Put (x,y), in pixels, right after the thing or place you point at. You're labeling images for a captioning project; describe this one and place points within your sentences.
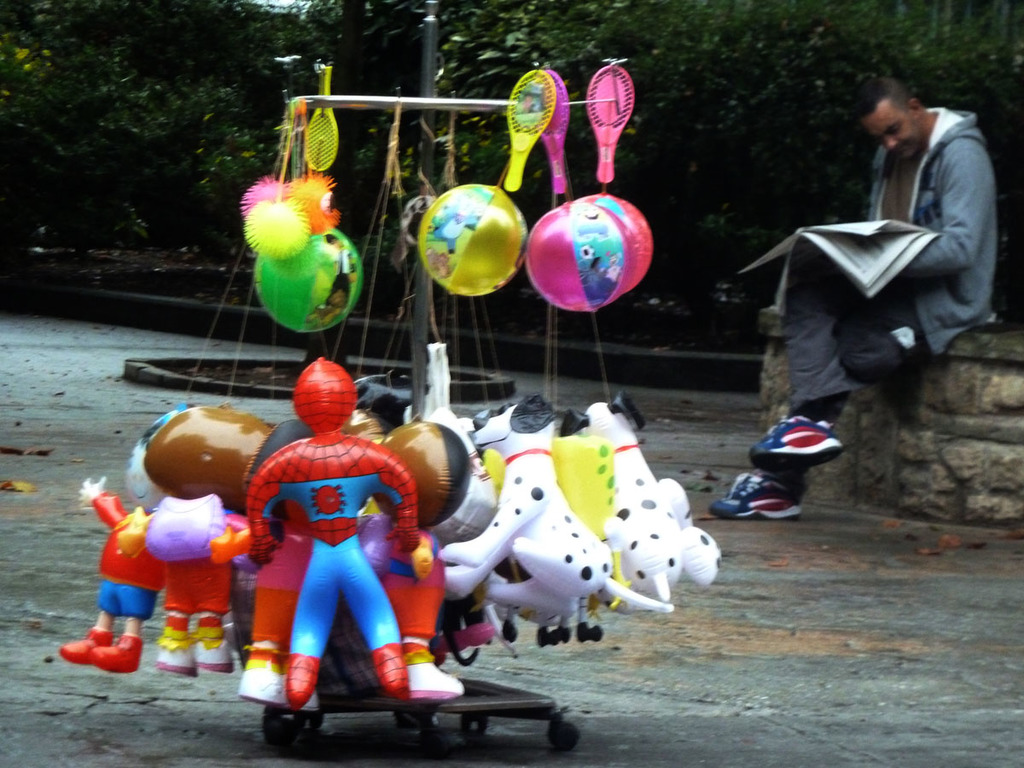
In this image we can see an object (466,100) with the bats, balls (473,224) and also the playing toys (519,423). We can also see a person (830,276) holding the papers (845,242) and sitting on the wall (926,443). We can see the path (873,731) and also the trees (695,132).
